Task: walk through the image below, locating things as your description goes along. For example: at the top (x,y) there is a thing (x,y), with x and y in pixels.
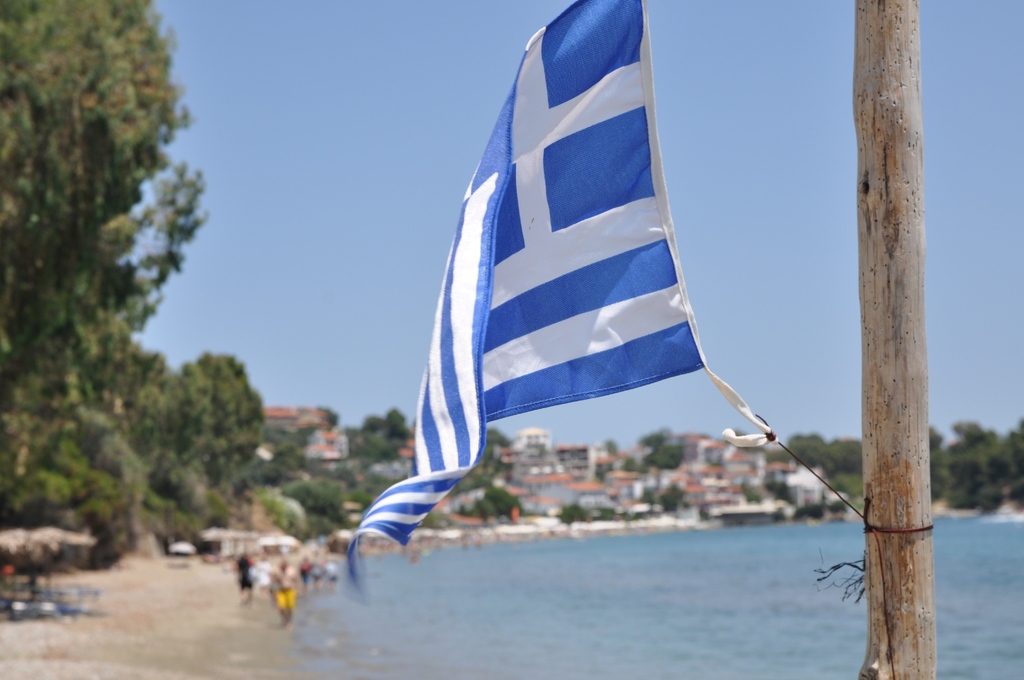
On the right side of the image (890,434) we can see a pole (928,415) with a flag (687,366). In the background (400,217), we can see the sky (293,297), trees (132,384), buildings (688,439), water (655,583), few people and a few other objects (14,598).
